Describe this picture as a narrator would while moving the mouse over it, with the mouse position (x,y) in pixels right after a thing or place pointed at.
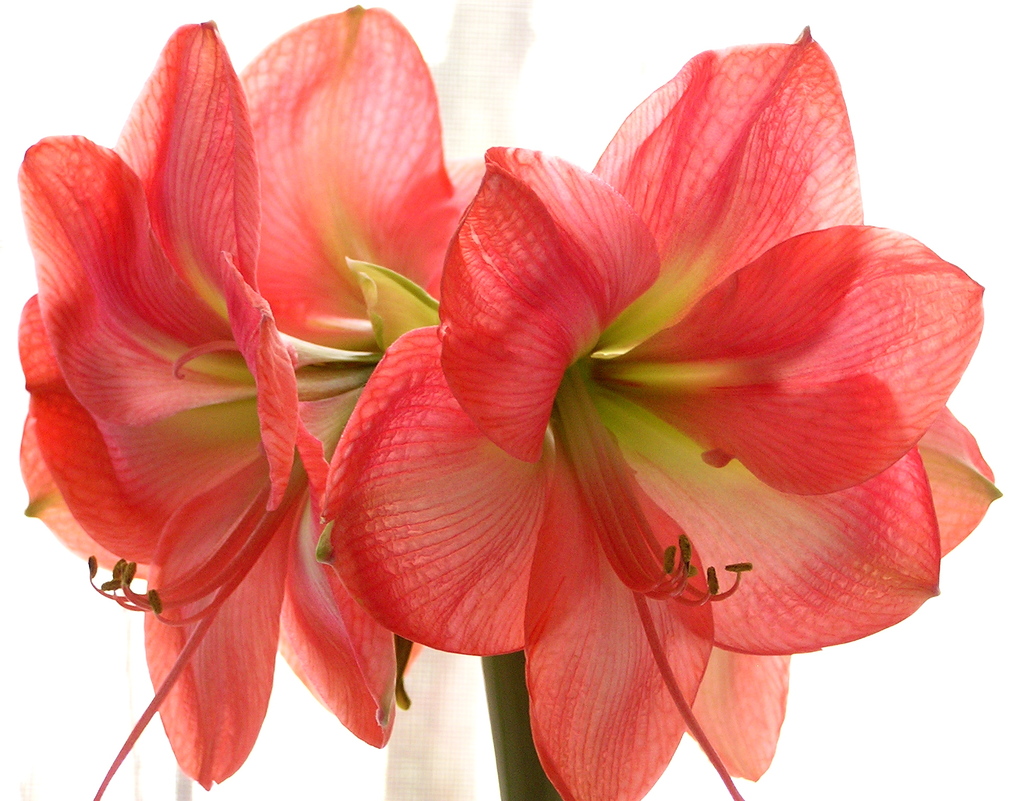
In this image I can see flowers (406,374) and there is a white background (786,771).
